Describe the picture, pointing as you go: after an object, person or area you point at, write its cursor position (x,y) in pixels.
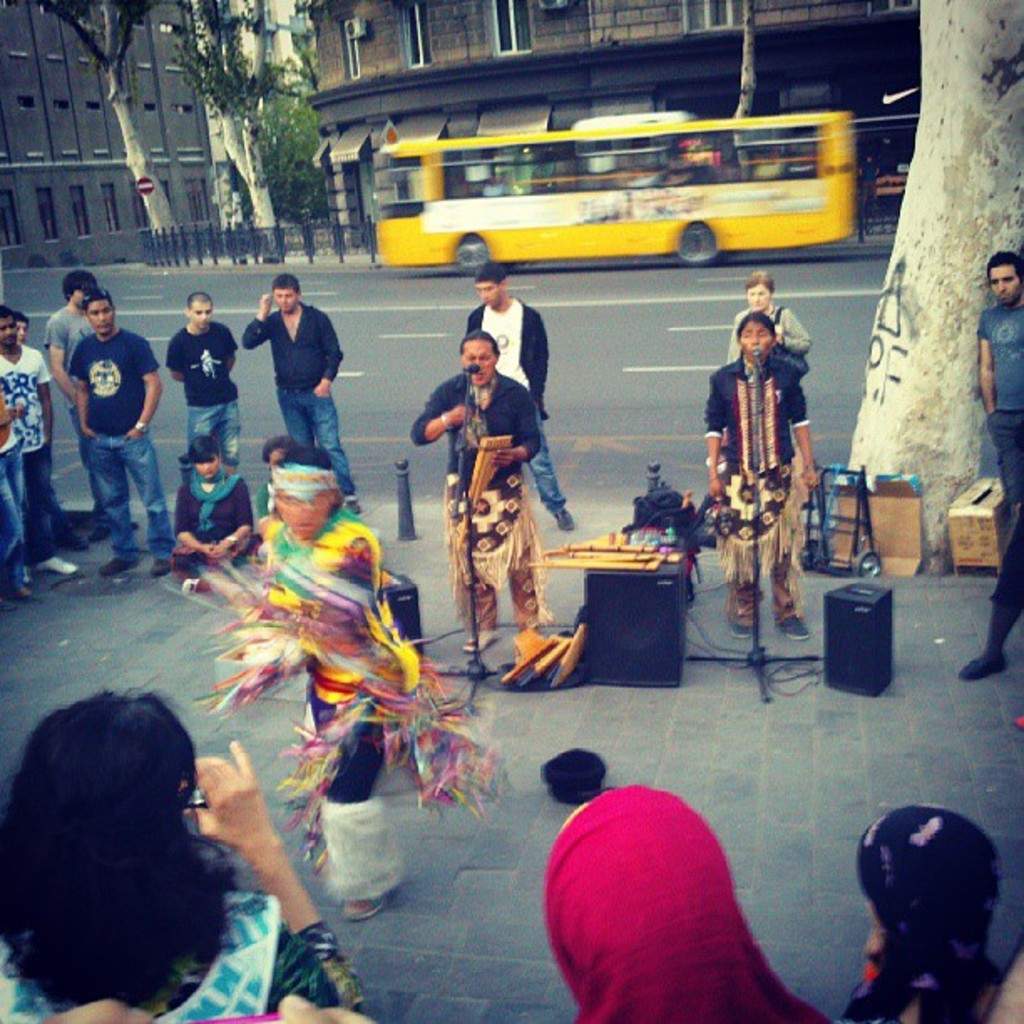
In the image there is a path (76,476) beside the road (873,303) and in between the path (154,576) a person (363,626) is performing some activity and around the person (359,642) few people (242,937) are standing and watching. On the right side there is a tree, there is a bus (839,176) on the road (858,303) and behind the bus (634,240) there are trees (220,84) and buildings (322,104).
